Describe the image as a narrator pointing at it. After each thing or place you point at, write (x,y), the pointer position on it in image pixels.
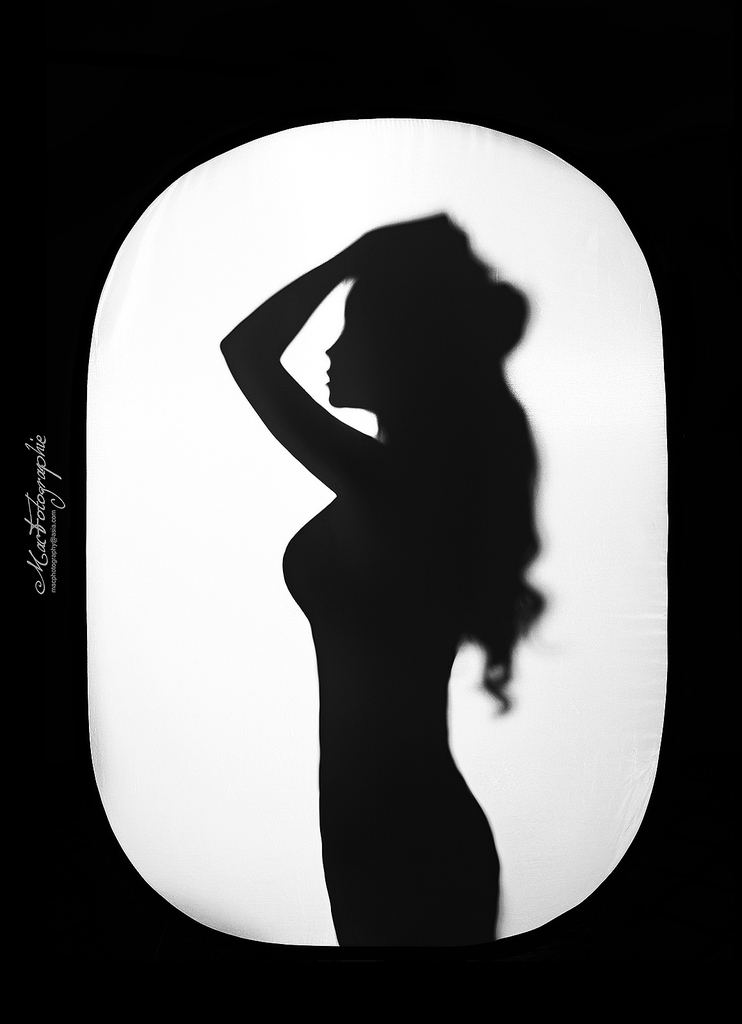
In this image we can see the silhouette (393,598), on the left (44,504) we can see the written text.
